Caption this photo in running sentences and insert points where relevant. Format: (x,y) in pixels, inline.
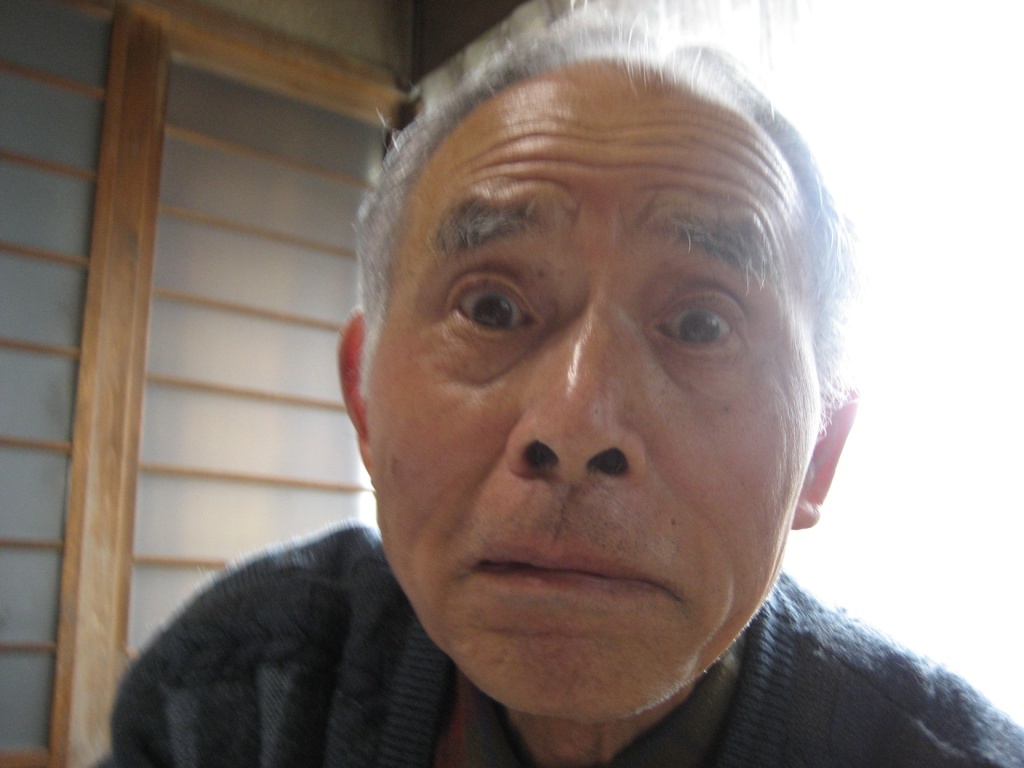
In this image I see a man (462,424) and I see that it is white over here.
